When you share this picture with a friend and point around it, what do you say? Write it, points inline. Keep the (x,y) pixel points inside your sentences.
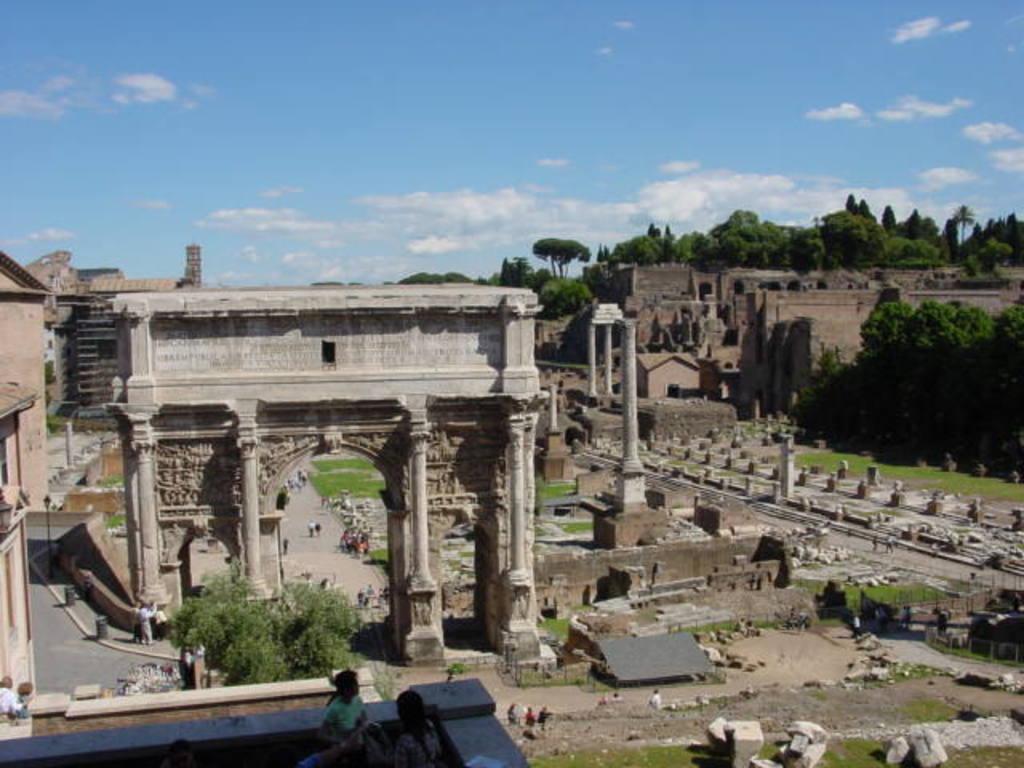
In this image, in the middle (571,413) there are trees (415,274), fort (409,433), pillars (423,535), stones (965,557), grass (950,487), people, buildings (18,440), road (90,675), sky (476,156) and clouds (469,221).
